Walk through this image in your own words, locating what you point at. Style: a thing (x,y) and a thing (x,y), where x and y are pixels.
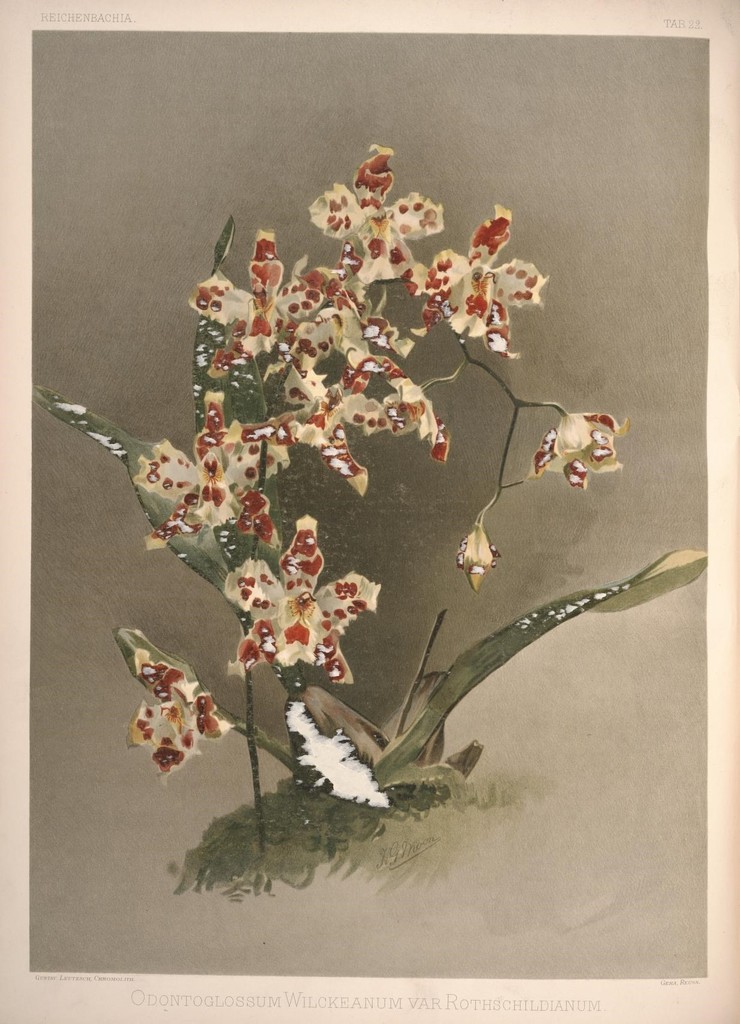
This image consists of a poster (425,720) with an image of a plant (288,682) on it and there is a text (162,1001) at the bottom of the image (306,1009).
